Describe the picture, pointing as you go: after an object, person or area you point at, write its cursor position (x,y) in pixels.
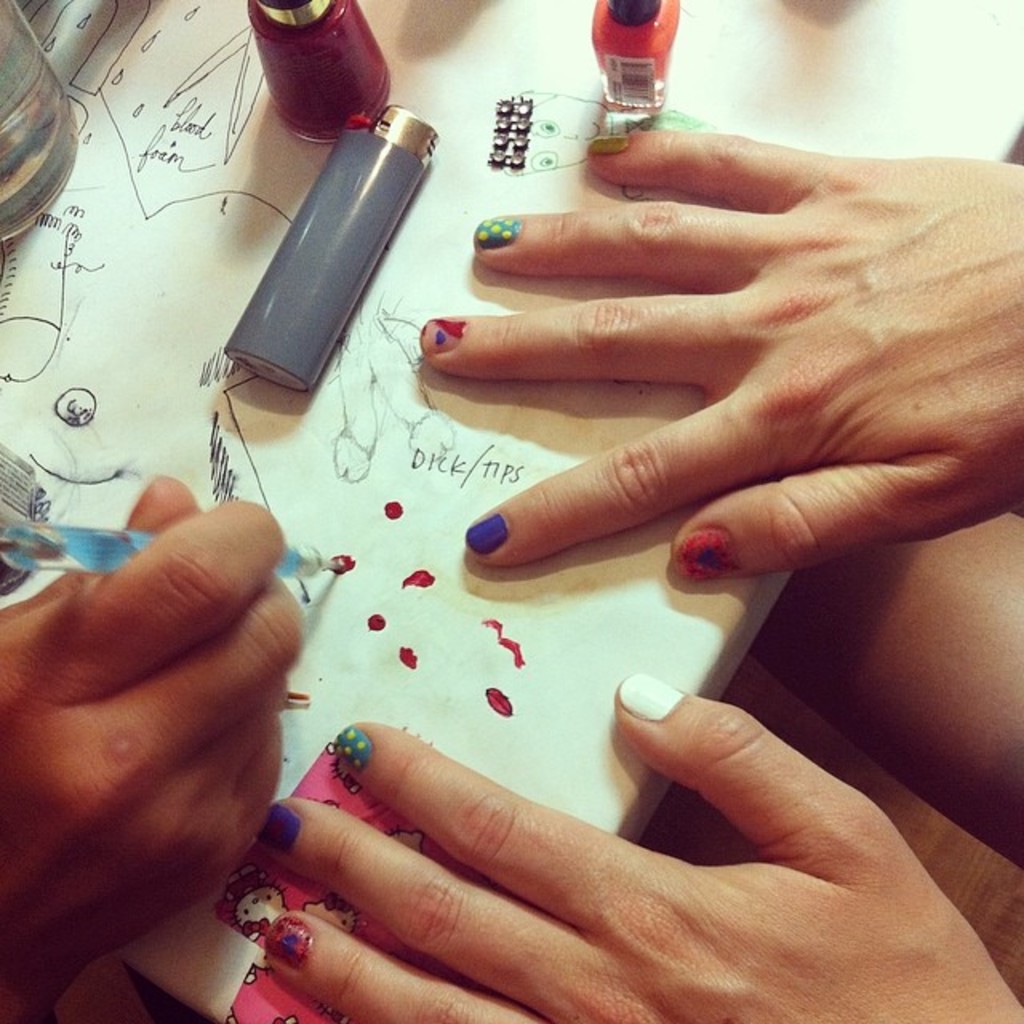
In the center of the image (529,519) we can see the hands (467,805) of the persons (467,537). And the left side hand (277,765) is holding one object (100,558). And we can see a table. On the table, we can see some text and some objects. On the right side of the image (917,690), we can see a part of the human body (907,776).
